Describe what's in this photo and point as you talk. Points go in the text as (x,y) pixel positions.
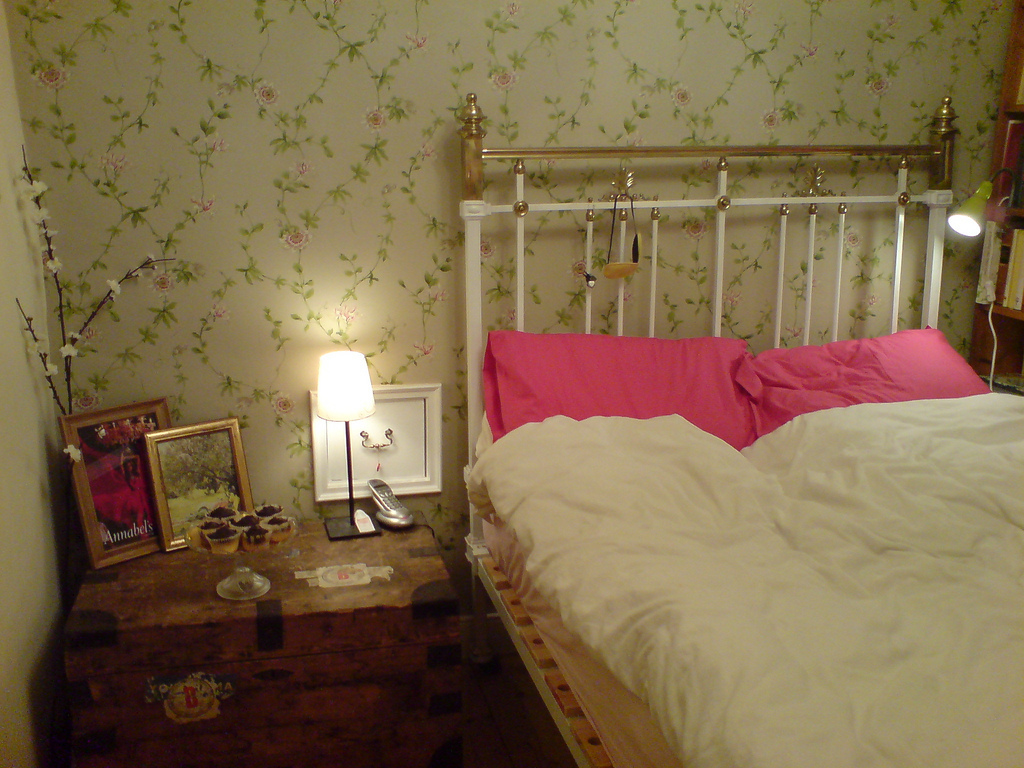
In this image we can see a bed (564,445) with the pillows (910,363) on it. We can also see a table (328,669) beside it containing the photo frames (173,518), a plant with flowers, a lamp (325,528), a telephone (390,525) and a glass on it. On the right side (1004,278) we can see a lamp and a group of books (1017,280) placed in the shelves (995,312). We can also see the walls (571,259).
